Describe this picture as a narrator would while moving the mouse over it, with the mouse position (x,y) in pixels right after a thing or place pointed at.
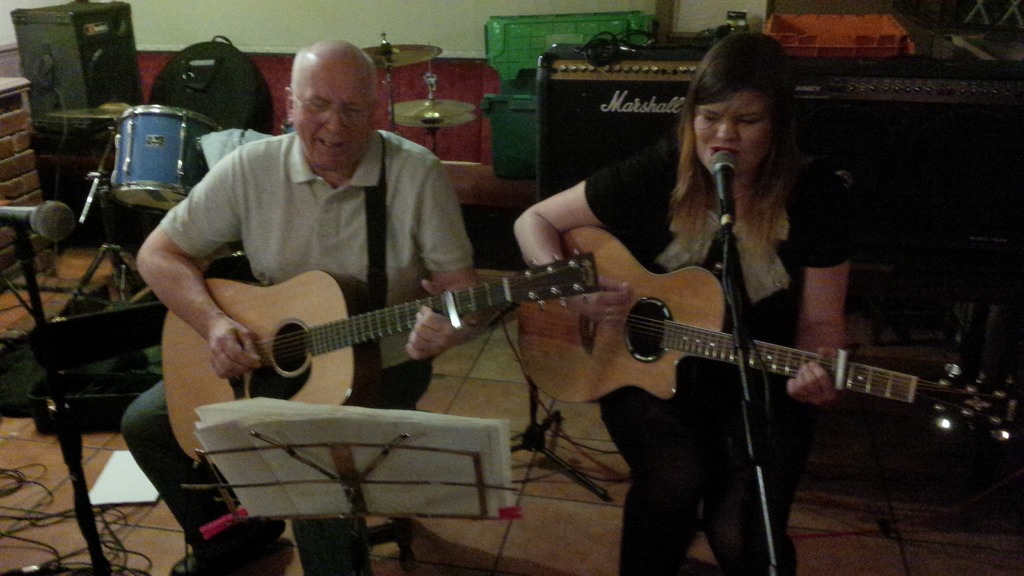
In this image there is a man (292,169) and a woman (591,178) holding a guitar (400,318), the woman (641,193) is singing in front of a micro phone (730,180), there are few papers (472,442) on the stand (464,449), at the back ground (148,132) there few musical instruments (190,116) and a wall (321,38).
